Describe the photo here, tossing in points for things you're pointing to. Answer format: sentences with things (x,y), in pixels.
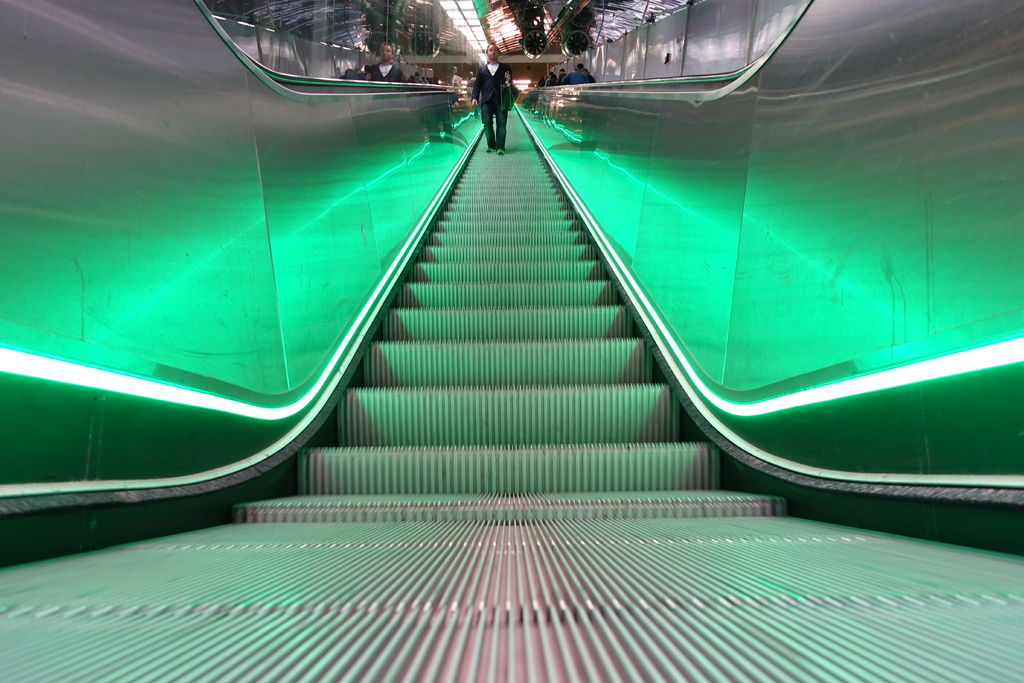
In this picture we can see a person (493,54) standing on an escalator (510,279) and in the background (408,77) we can see the lights (468,31), walls (629,56), some objects (566,46) and some people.
